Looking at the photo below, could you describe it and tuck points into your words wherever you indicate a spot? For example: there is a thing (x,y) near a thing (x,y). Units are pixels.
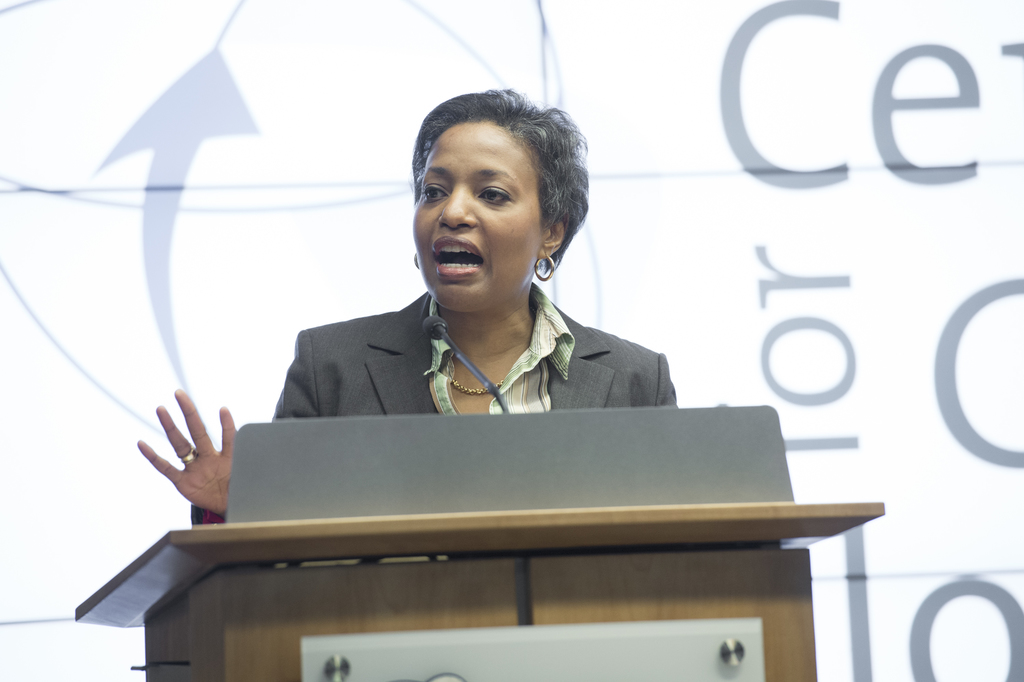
In this image there is a woman (408,326) standing in front of the podium (448,552). On the podium (485,426) there is a mic (439,328). In the background (379,123) there is a banner (372,82).
